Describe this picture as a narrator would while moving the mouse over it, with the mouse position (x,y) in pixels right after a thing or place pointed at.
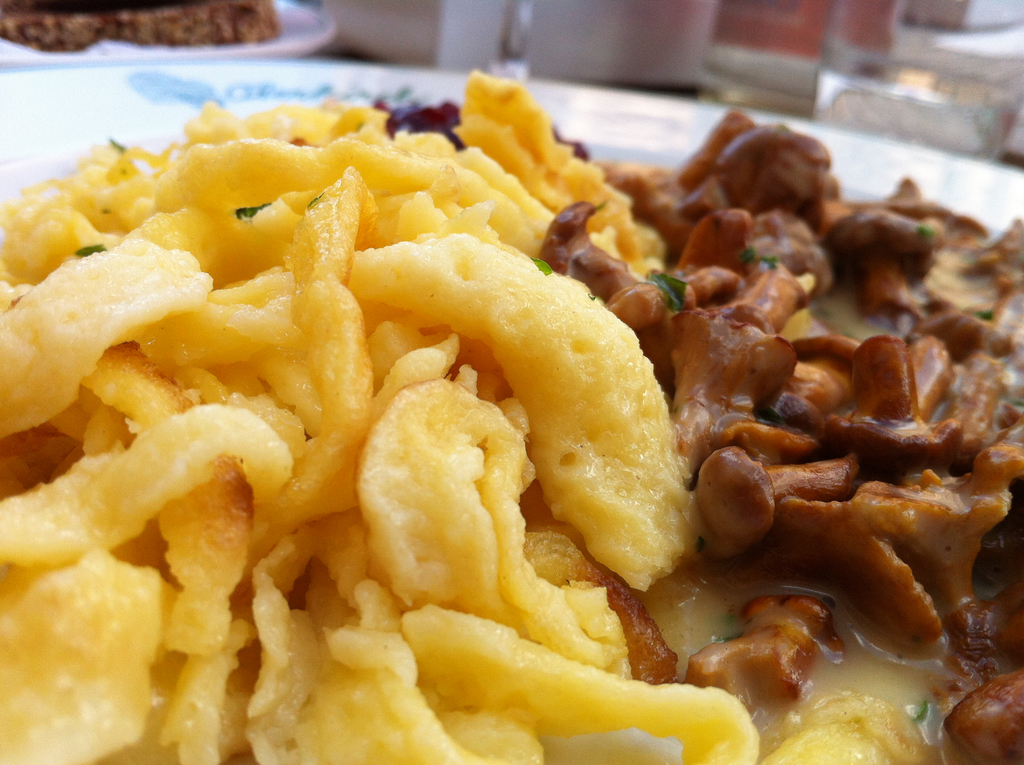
In this picture we can see plates (353,67) with food items (554,172) on it, glass (741,90) with water (945,100) in it and some objects (617,49).
